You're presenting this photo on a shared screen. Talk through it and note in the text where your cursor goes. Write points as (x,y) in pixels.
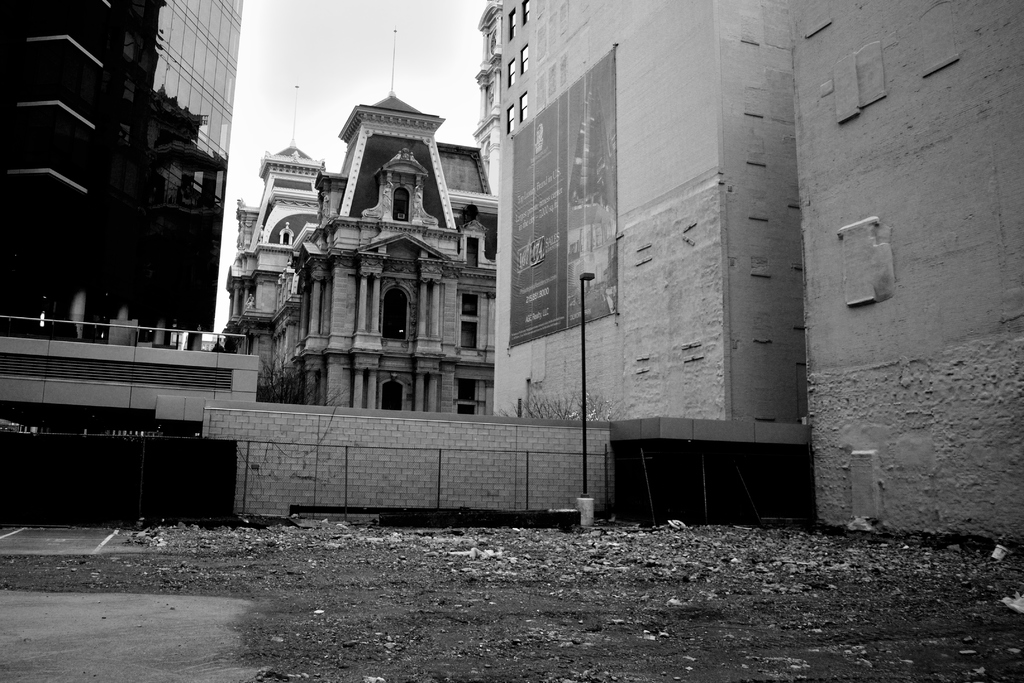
In this picture there are buildings (542,362) and trees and there is a board (537,215) on the building (726,280) and there is text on the board (544,193). At the top (336,120) there is sky (349,49). At the bottom (642,660) there is garbage (507,576). In the foreground (308,499) there is a railing (413,470). On the left side of the image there is a reflection (148,166) of a building (148,188) on the glass (169,167).
